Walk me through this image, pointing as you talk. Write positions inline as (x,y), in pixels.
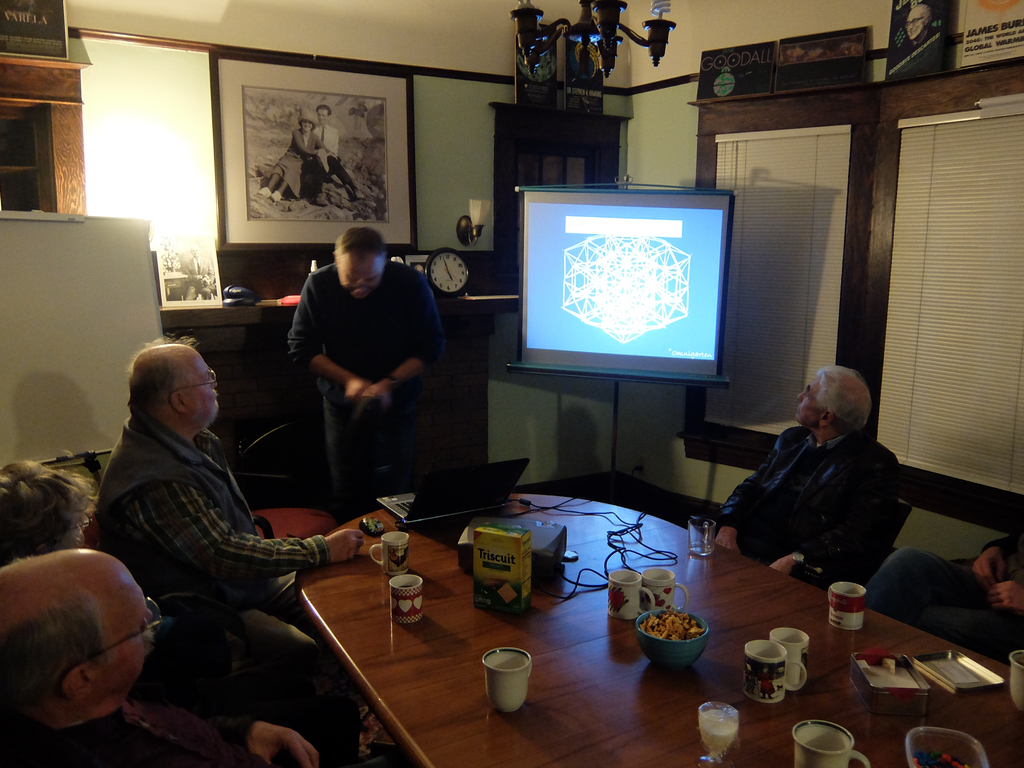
We can see photo frame (297,133), light (477,216) and boards (835,44) on a wall (449,149). This is a ceiling light (535,67). Here we can see a projector screen (648,300). We can see persons (273,600) sitting on chairs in front of a table (856,707) and on the table (714,653) we can see glasses (711,734), biscuit pack (499,559), bowl (641,626) of snacks (645,631), box (856,667), cups (765,669). Here we can see one man (385,380) standing near to the table (447,532). This is a whiteboard (102,347).
